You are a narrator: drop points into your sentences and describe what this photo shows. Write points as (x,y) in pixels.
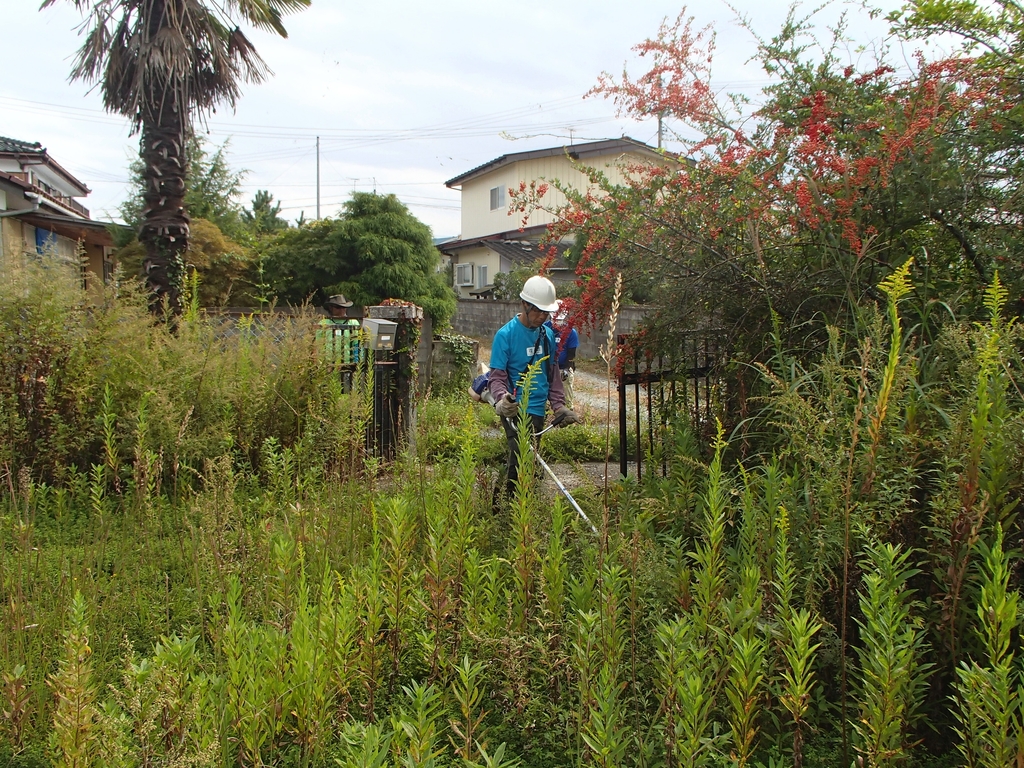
This picture shows a couple of buildings (453,285) and we see trees (277,265) and plants (649,528) on the ground (570,463) and we see a couple of men (523,340) standing and their helmets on their heads (558,316) and another man (349,318) standing, He wore a hat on his head (331,308) and we see a metal gate (384,356) and we see a man (515,409) holding a metal rod (543,435) in his hand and a cloudy sky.
